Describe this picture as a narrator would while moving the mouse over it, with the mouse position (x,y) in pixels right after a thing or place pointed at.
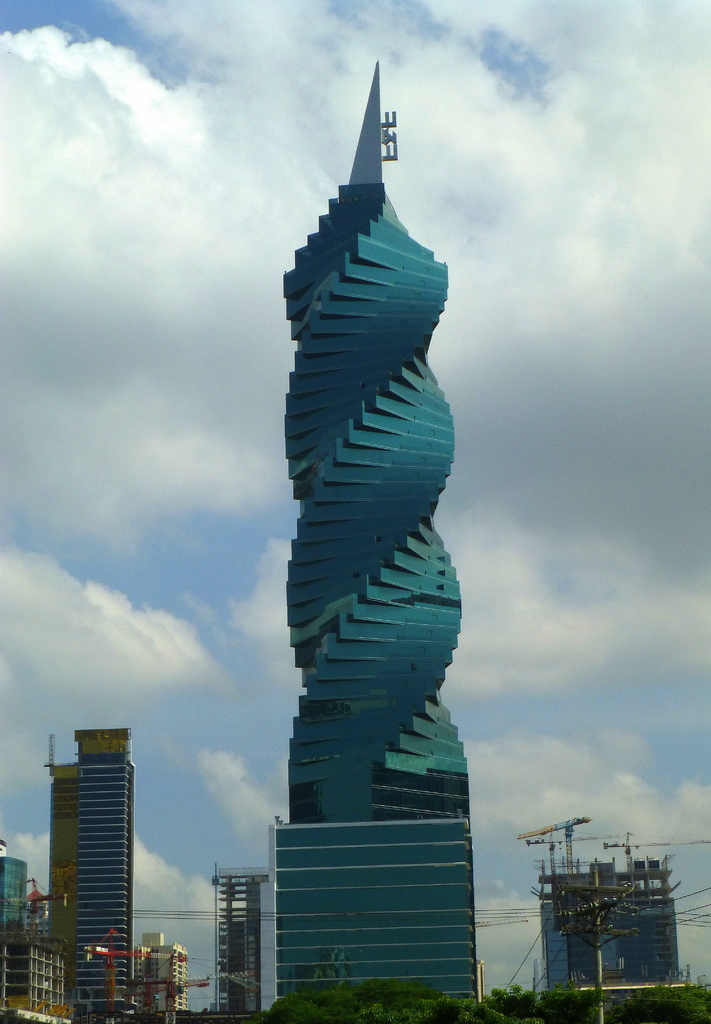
In this picture I can observe a building (385,740) which is in blue color. On the left side (88,850) there are some buildings (221,925). I can observe trees (338,1012) on the bottom of the picture (349,988). In the background (135,386) there are some clouds (161,281) in the sky (161,360).
